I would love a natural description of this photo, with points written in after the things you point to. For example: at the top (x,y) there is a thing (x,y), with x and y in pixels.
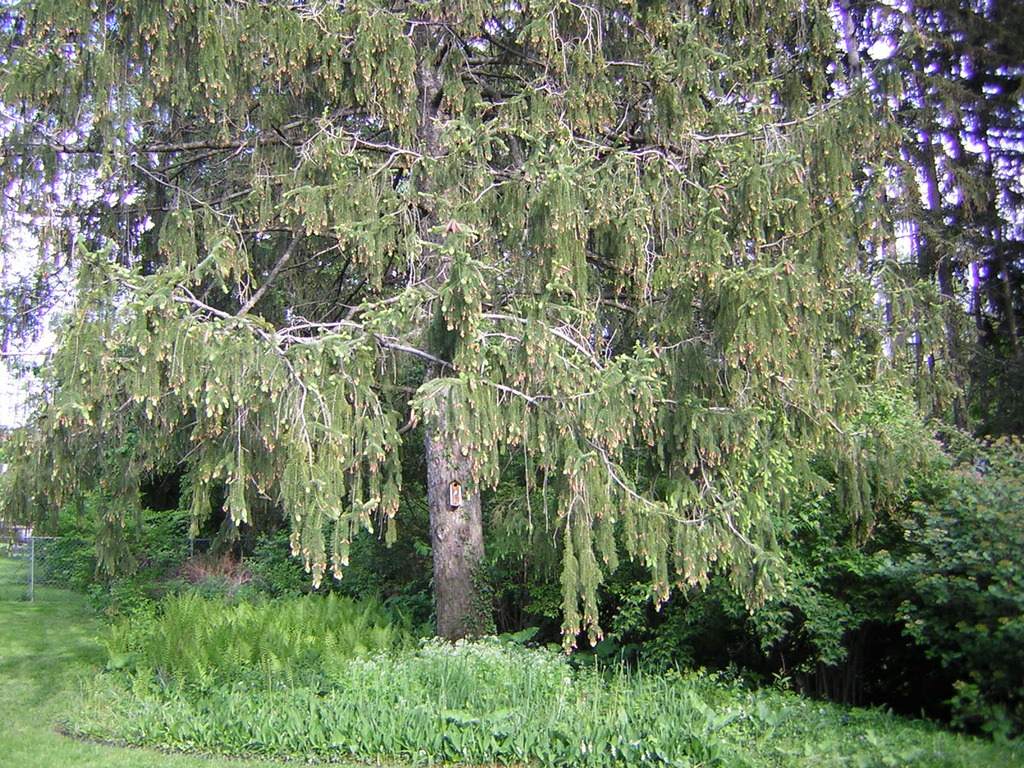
At the bottom of the image (265,686) there is grass (30,714) on the surface (220,657). At the center of the image (602,468) there is a tree (104,558). In the background of the image (866,4) there are trees (866,4) and sky (30,386).
